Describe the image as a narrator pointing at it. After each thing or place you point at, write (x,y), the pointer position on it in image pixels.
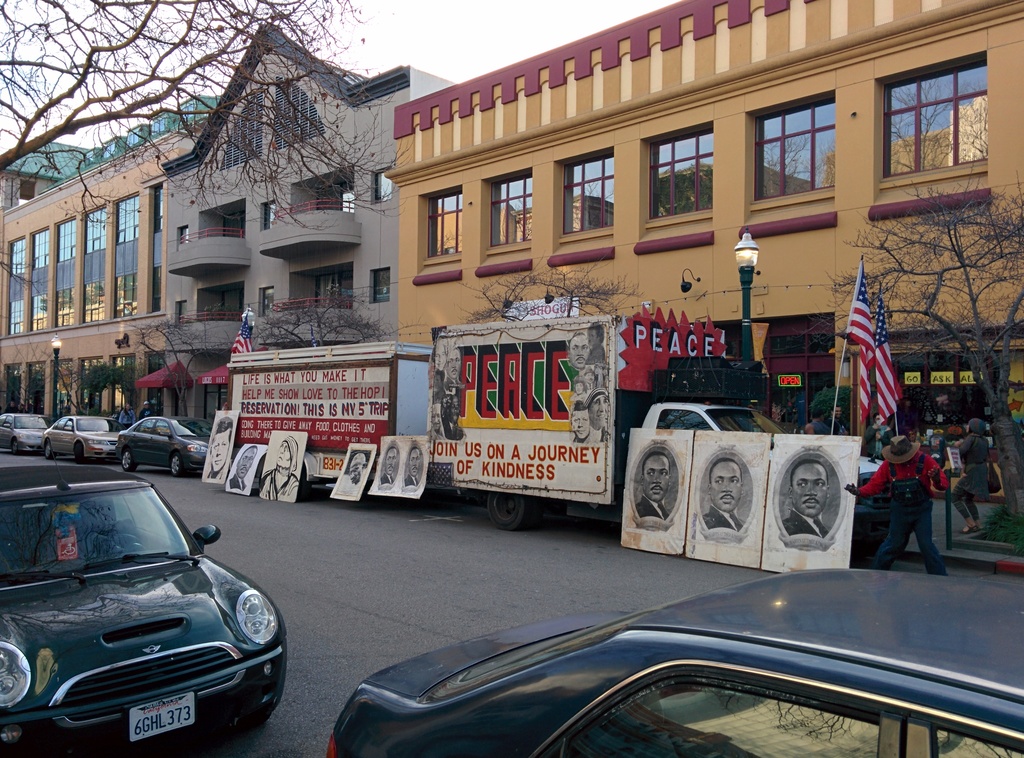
This picture is clicked in the city. At the bottom of the picture (266,679), we see cars (254,634) parked on the road (42,454). Beside that, we see a vehicle (496,350) on which posters (552,422) are placed. We even see some text (379,395) written on that vehicle (524,382). We see posters (645,514) of people (649,498) are placed beside the vehicle (542,384). The man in red T-shirt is standing beside the vehicle (541,448). Behind him, we see flags (868,347) in red, white and blue color. On the right side (757,222), we see a tree (1007,484), light pole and a building (929,395). In the background (245,140), we see trees (35,149), light poles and buildings (93,185).
